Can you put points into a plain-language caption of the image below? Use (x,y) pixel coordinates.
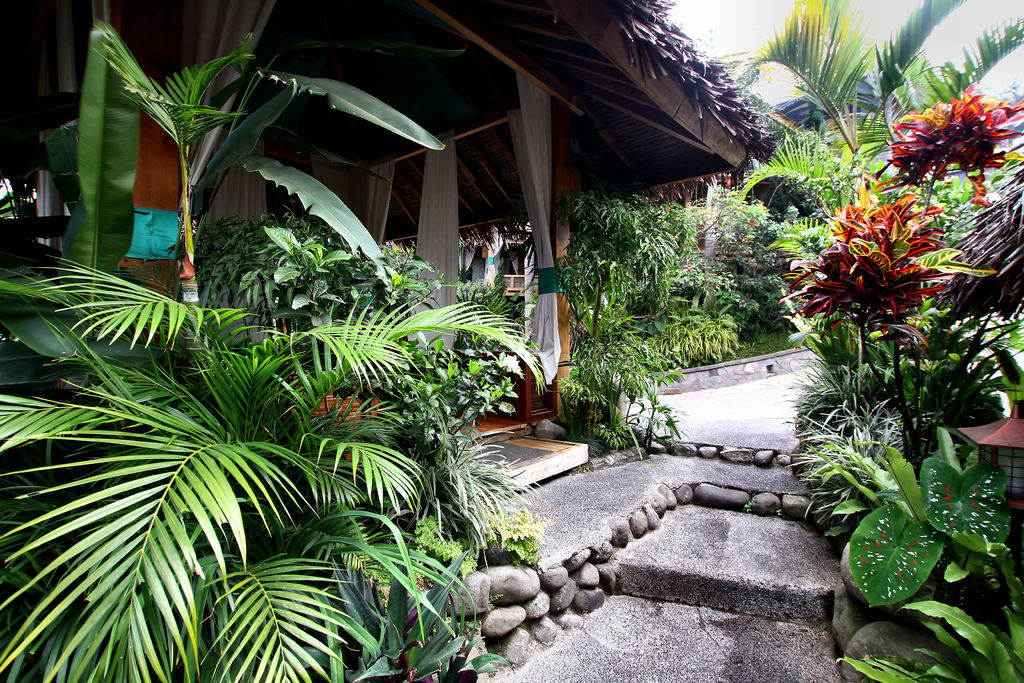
In the image we can see some plants (98,115), trees (159,105) and sheds (691,125). In the top right corner of the image (686,18) we can see the sky (684,8).
